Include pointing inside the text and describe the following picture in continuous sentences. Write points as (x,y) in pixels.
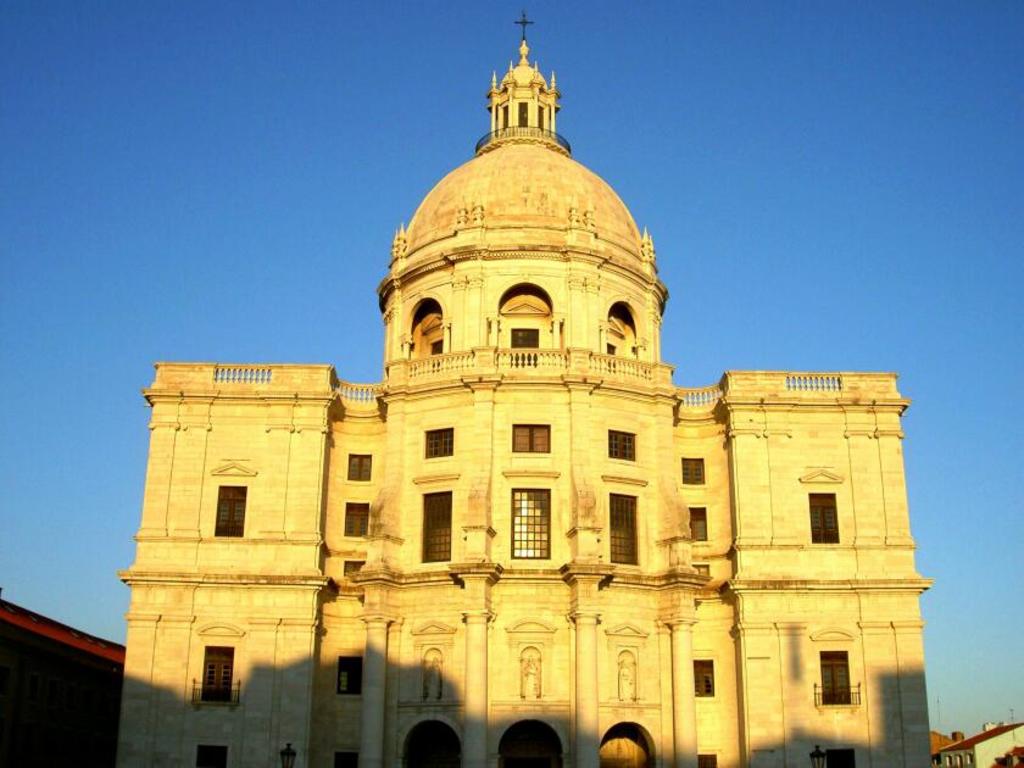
This picture shows a building (492,169) and we see a blue sky (816,151).
